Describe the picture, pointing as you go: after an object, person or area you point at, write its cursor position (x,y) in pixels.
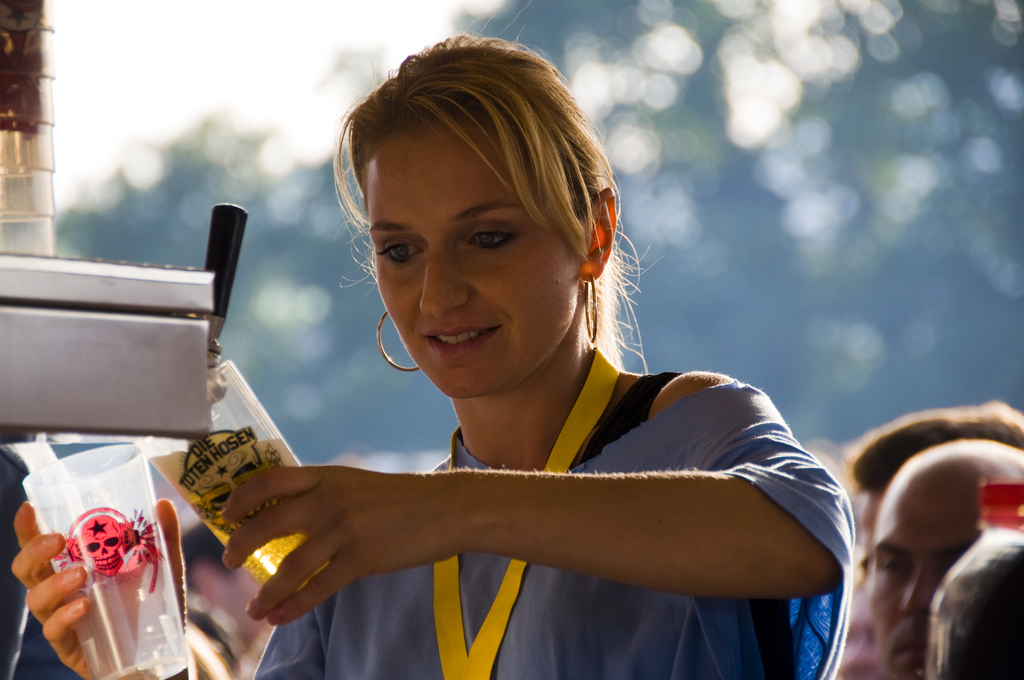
This is a woman (500,367) standing and smiling. She is holding two glasses (223,467) and filling it with the liquid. This looks like a machine (106,345). I can see few people (910,630) standing. The background (132,150) looks blurry.
